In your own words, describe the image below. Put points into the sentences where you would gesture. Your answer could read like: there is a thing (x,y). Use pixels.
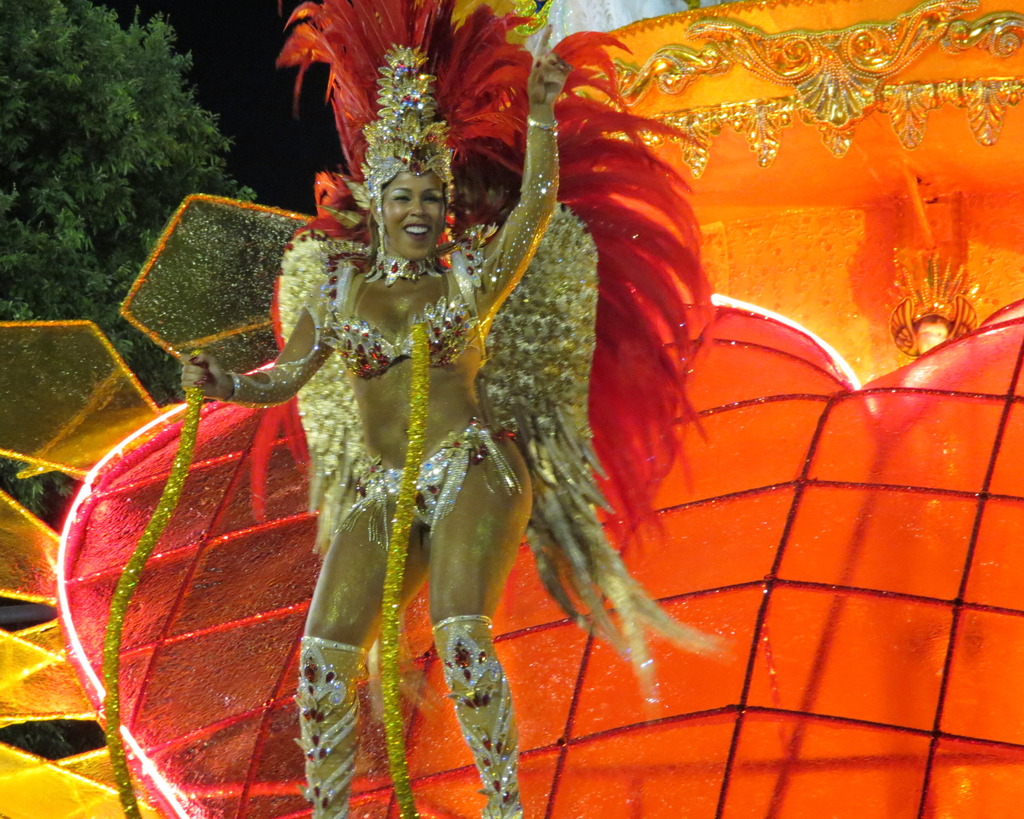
In this picture we can see a woman (373,565) is standing and smiling in the front (400,288), in the background (923,395) there is a light (849,379) and decorative things (858,358), on the left side (69,207) we can see a tree (57,151).
